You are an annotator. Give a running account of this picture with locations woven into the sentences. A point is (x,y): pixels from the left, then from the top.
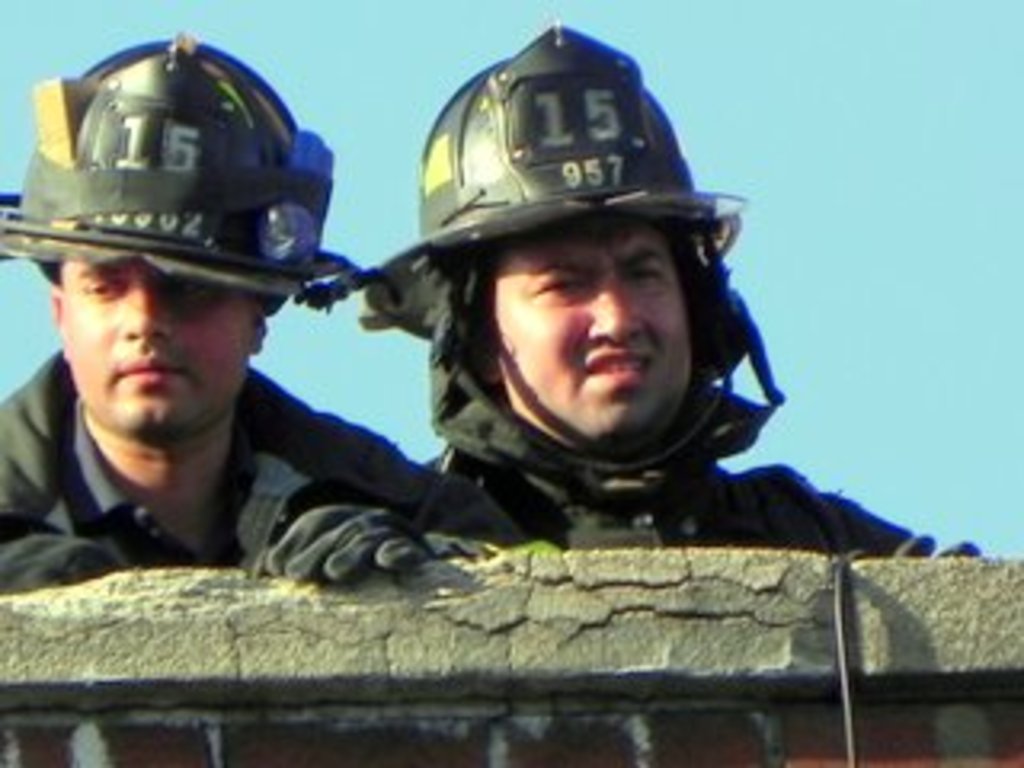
This image consists of two men (323,269) wearing helmets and jackets (385,488) along with gloves (416,532). At the bottom (549,659), there is a wall (588,635). In the background (870,400), there is a sky (355,247).
